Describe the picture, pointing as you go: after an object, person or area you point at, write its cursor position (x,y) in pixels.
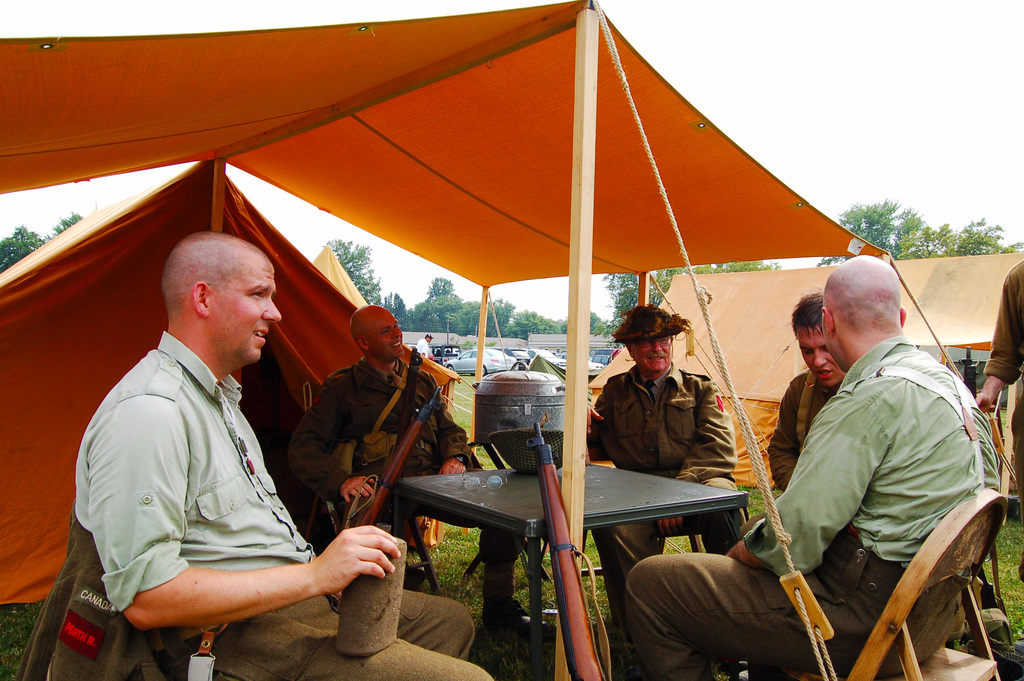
There are few persons (425,673) sitting on the chairs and this is table (631,513). Here we can see tents (992,271), grass (1008,525), vehicles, and trees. In the background (944,101) there is sky (893,116).
